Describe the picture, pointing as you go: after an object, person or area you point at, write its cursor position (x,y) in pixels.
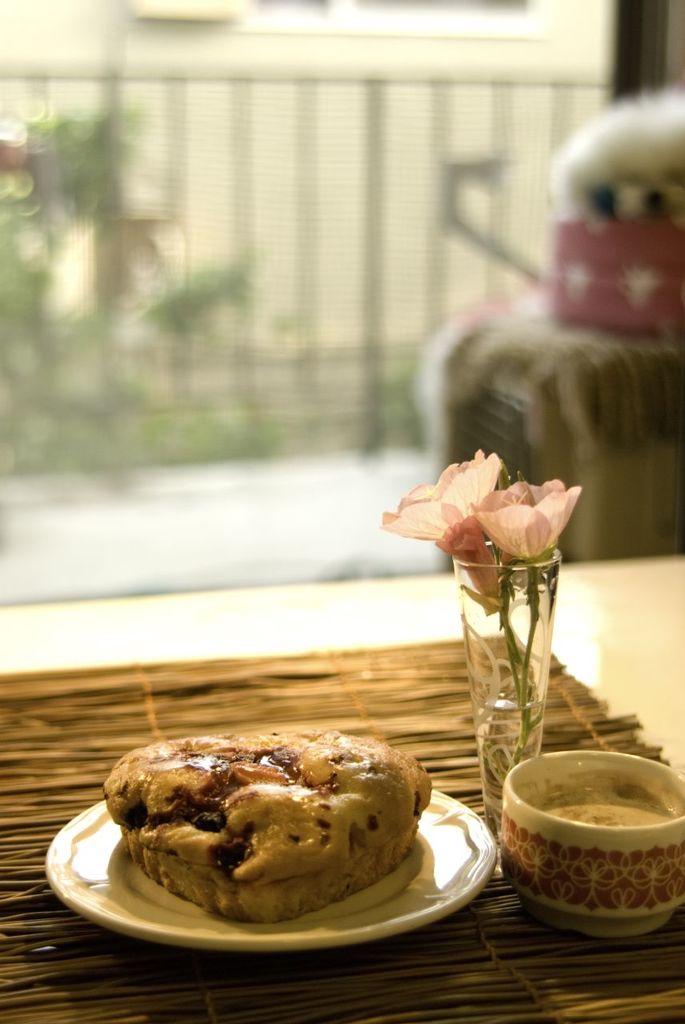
In this picture we can see table (605,650) and on table (668,750) we have cup (588,864) with coffee (580,815), vase (514,628) with flower (482,541), plate (95,869) with some food (344,778) on it and in background (185,299) we can see fence (302,343), toy (606,163), tree (97,156).
